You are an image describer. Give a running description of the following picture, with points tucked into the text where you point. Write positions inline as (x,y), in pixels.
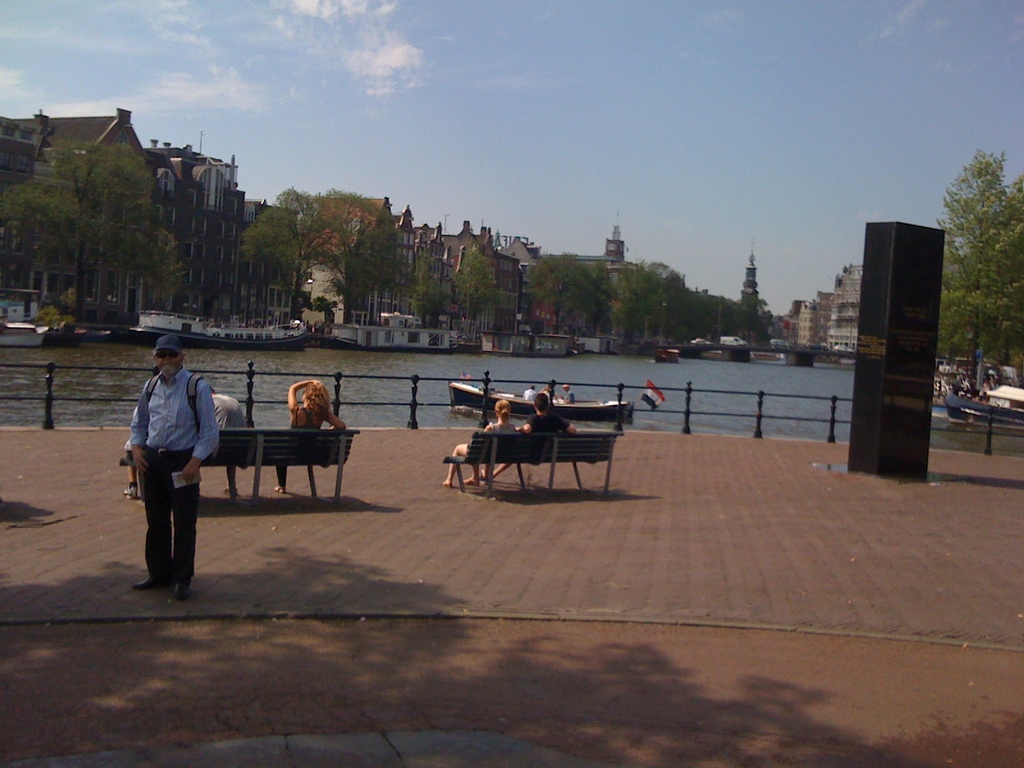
This picture shows that a man (182,511) standing over here and some people (233,398) are sitting on the benches (478,447) and in the backdrop (762,377) there is a lake (762,377), buildings (215,276), trees (363,280) and the sky (585,157) is clear.
